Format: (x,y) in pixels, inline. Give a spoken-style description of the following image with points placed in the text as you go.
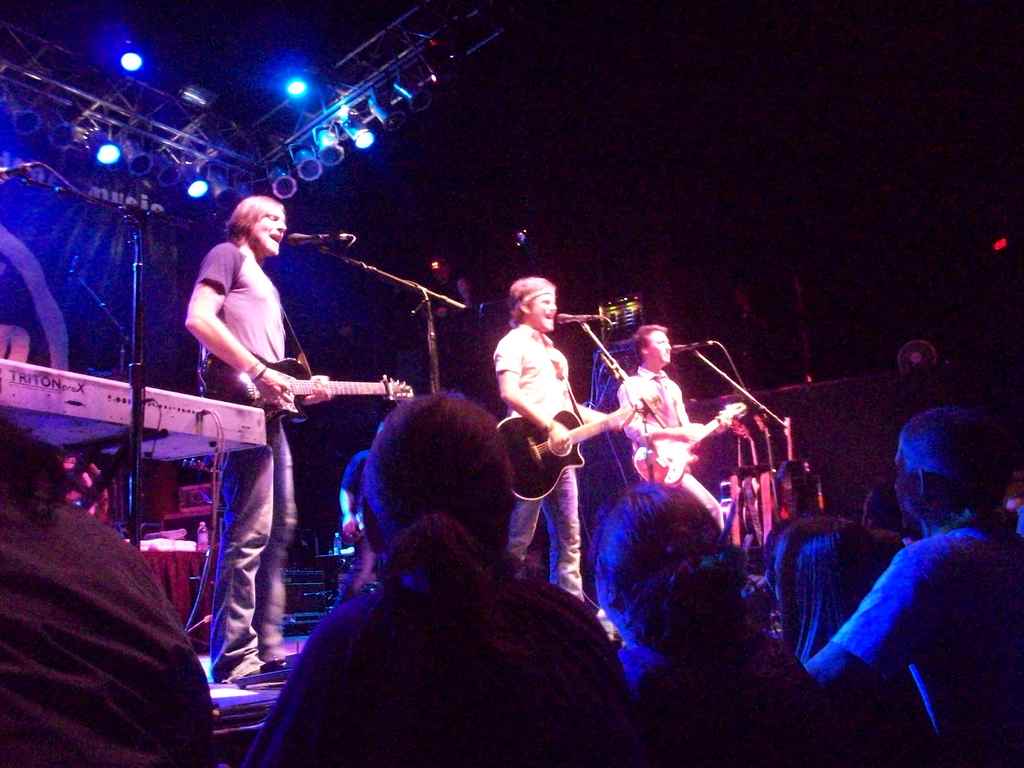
In the middle of the image (545,296) few people (527,300) are standing and playing guitar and singing on the microphone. Bottom of the image (136,649) few people (944,740) are standing and watching. At the top of the image (305,162) few poles (251,151) are there and there are some lights (323,152).
